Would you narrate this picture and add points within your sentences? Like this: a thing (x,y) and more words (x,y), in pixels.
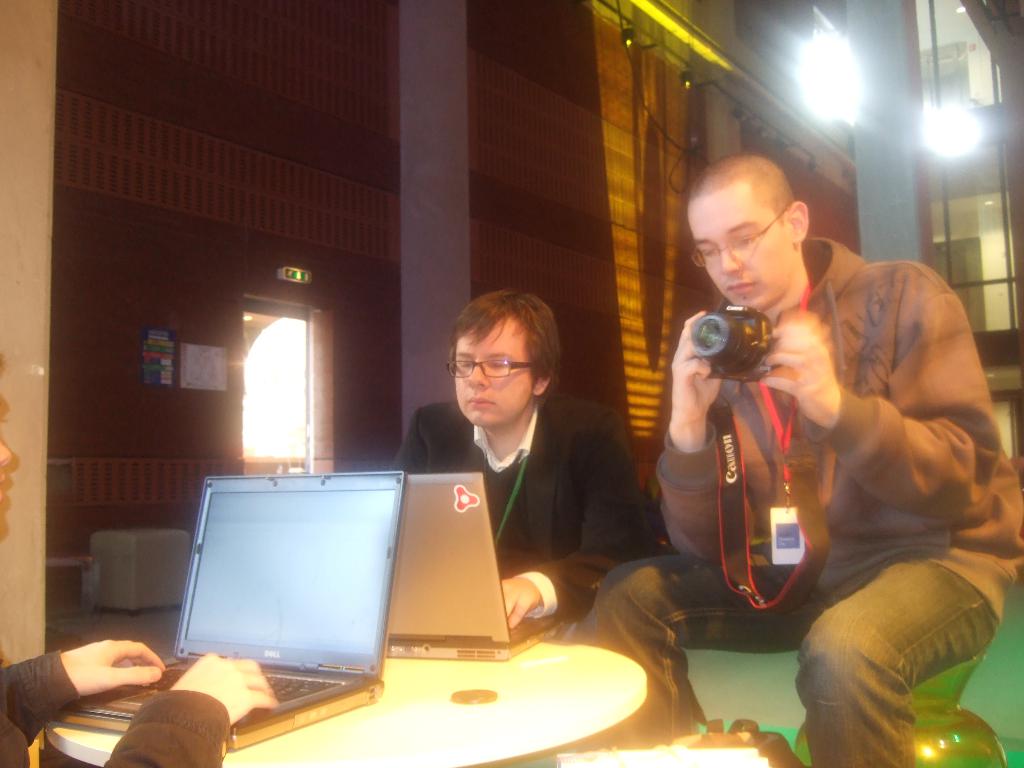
In this image there are three persons (916,577). At the right side of the image (850,501) there is a person (769,413) holding camera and at the middle of the image (513,362) there is a person (510,592) sitting and operating laptop (502,596) and at the left side of the image (200,732) there is a person (204,675) operating laptop (199,656).
